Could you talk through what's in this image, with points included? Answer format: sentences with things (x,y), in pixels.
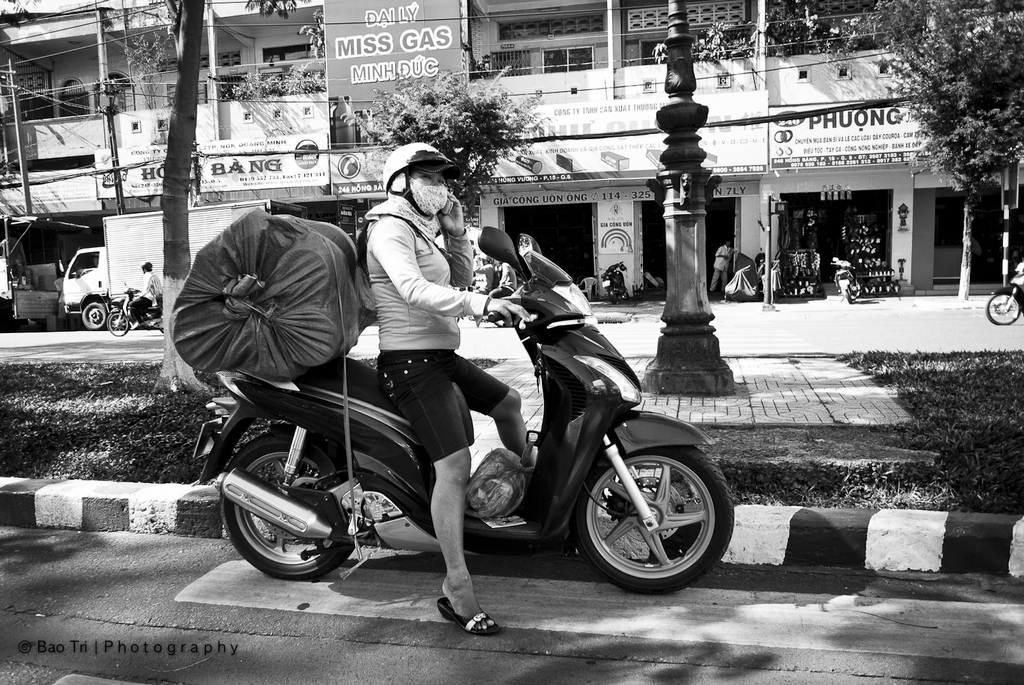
In this picture a woman (426,242) riding a bike (397,538) with luggage (323,322) behind her, in the background (59,199) there are many shops (604,176) and vehicles (846,287) on the road (965,322).
